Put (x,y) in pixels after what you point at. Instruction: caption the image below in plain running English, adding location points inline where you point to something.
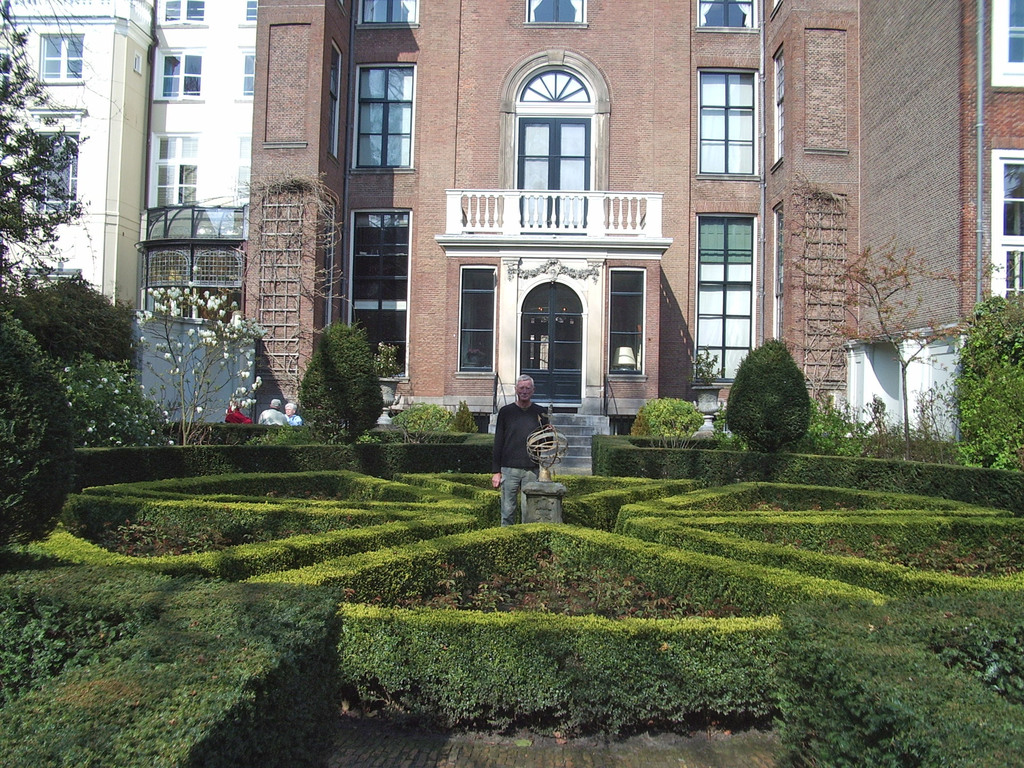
In this picture I can see a person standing near sundial (530,493), around I can see some plants (239,572), trees (57,433), flowers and behind there are some buildings (415,156).
